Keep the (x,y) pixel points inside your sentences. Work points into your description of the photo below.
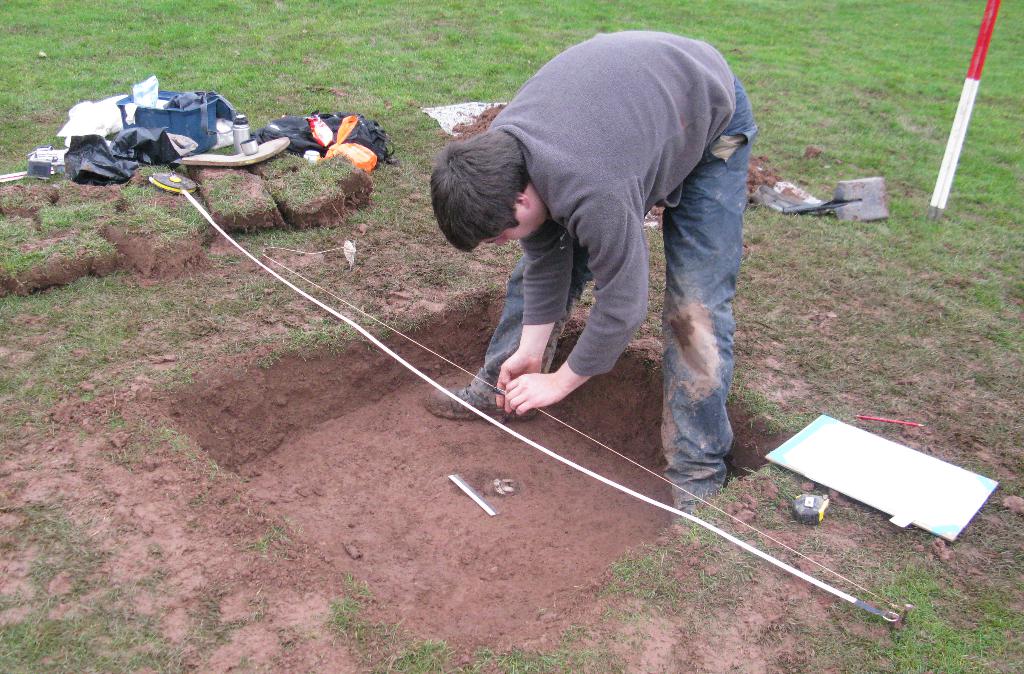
In this image there is a person (525,200) standing on the ground (542,427) and measuring the length with the measuring tape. In the background (223,108) there is a bottle (240,125), bag (278,134), cover (357,147), food packet (323,132), black covers (118,142) and blue color container (176,112). Image also has pole (980,59), pen (920,427) and also bricks (859,185), There is also a measuring tape (812,513) in this image.
